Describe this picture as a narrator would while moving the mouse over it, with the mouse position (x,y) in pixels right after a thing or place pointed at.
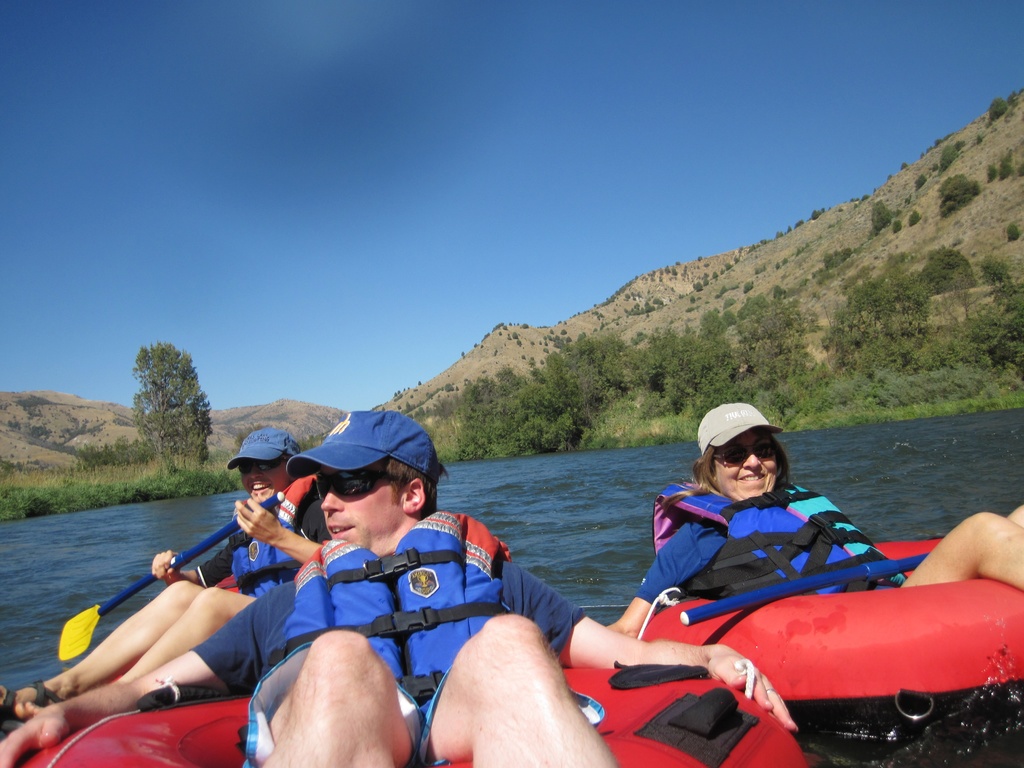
In this picture I can see the people (434,577) rafting. I can see water (548,494). I can see trees (512,408). I can see the hill (805,243). I can see the sky (420,150).
